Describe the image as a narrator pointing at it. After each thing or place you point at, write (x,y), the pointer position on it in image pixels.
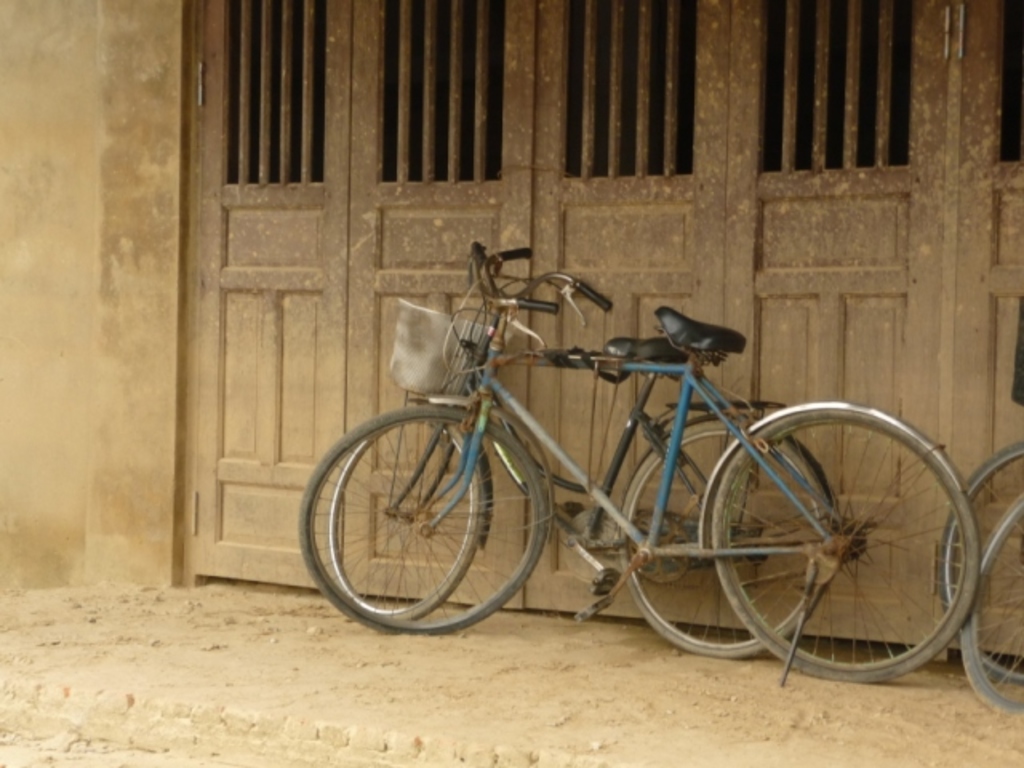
In this image there are bicycles (703,518) in the center (581,397) and in the background (577,428) there is a door (525,227) and there is a wall (98,228).
